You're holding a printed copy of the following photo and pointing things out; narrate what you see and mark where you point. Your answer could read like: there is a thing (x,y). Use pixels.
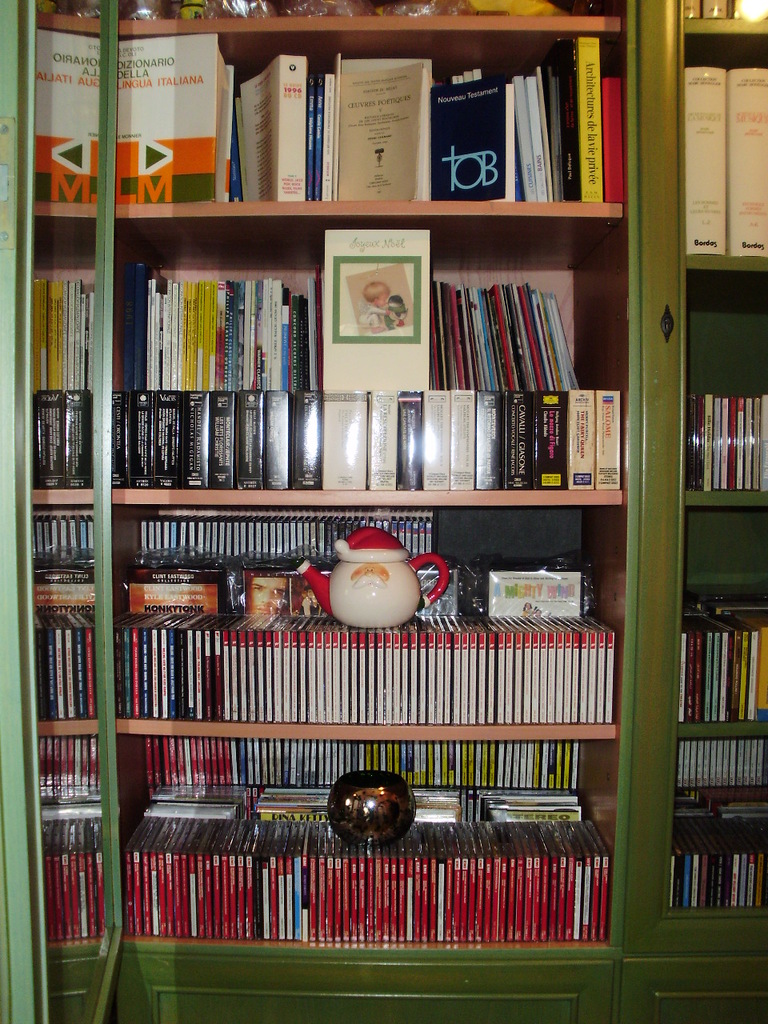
In this image there is a book rack (298,243). Here there is a kettle (371,569).
